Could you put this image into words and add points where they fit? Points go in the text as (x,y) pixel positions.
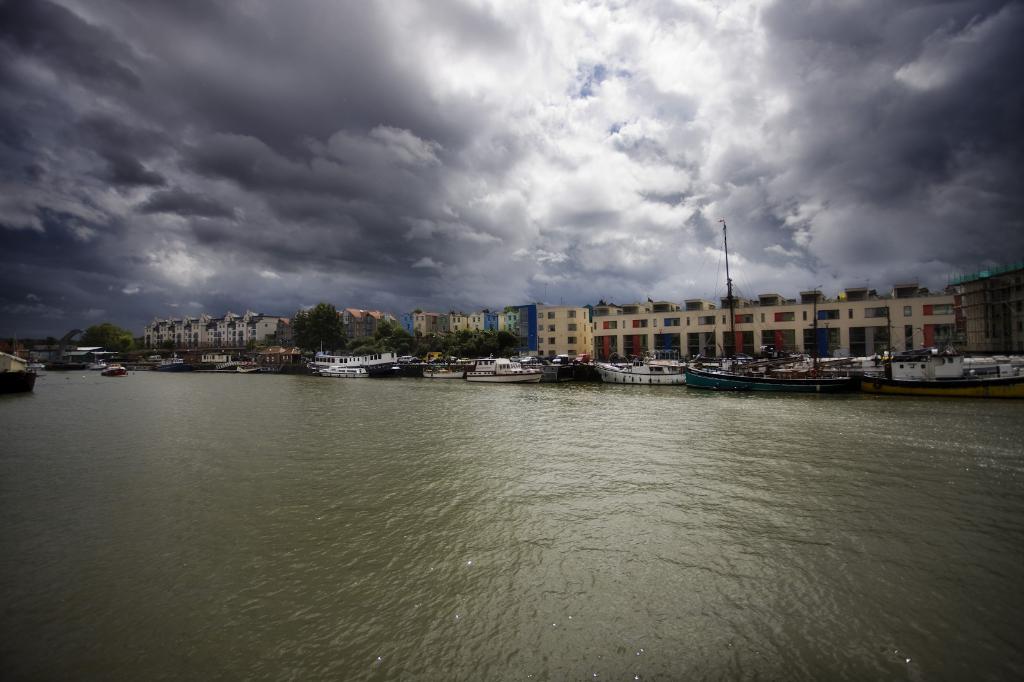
In this picture we can see a few boats (621,372) in water (71,384). There are few trees (302,320), poles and buildings (682,332) in the background (741,322). Sky (711,299) is cloudy.
